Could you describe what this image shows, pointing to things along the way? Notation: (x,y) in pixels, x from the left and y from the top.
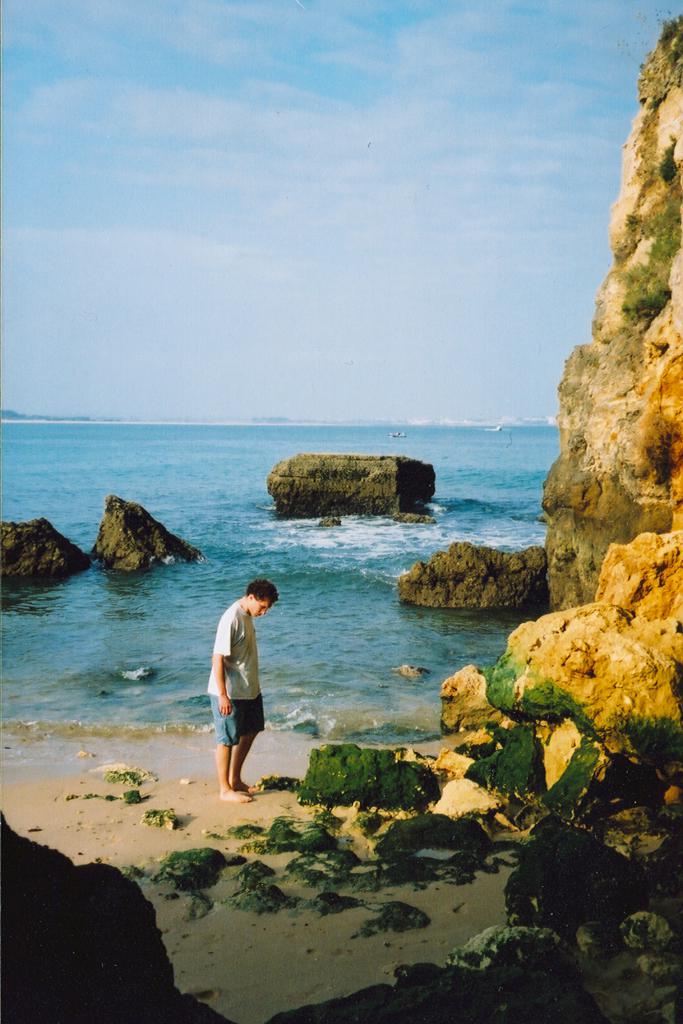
In the picture we can see the part of the rock hill (599,638) and beside it we can see some stones (504,800) with mold (410,831) to it on the sand surface (151,892) and near it we can see a person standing and behind the person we can see water surface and in the water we can see some rocks (289,485) and in the background (554,314) we can see the sky (88,221) with clouds (531,236).
